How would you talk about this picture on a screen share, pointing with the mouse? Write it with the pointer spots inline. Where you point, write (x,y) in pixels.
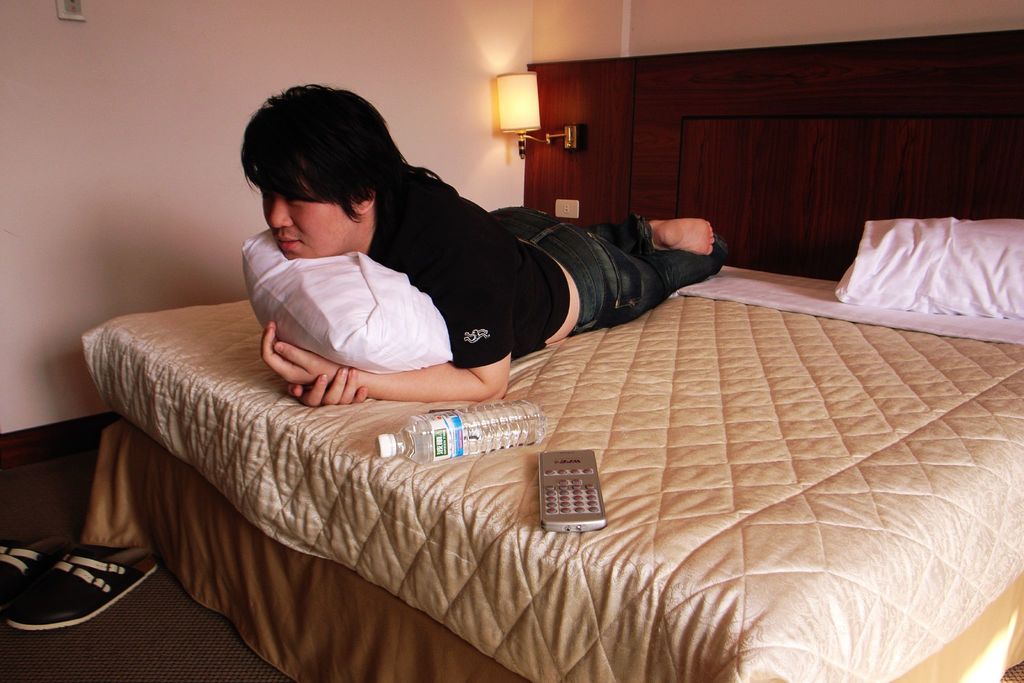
In the middle of the image (515,349) a man (679,228) is laying on the bed (701,447). Beside him there is a water bottle (424,448) and remote (576,527). At the top of the image (519,42) there is a wall (736,38) and light (511,90). Bottom left side of the image (110,551) there are some chappal (14,596).
